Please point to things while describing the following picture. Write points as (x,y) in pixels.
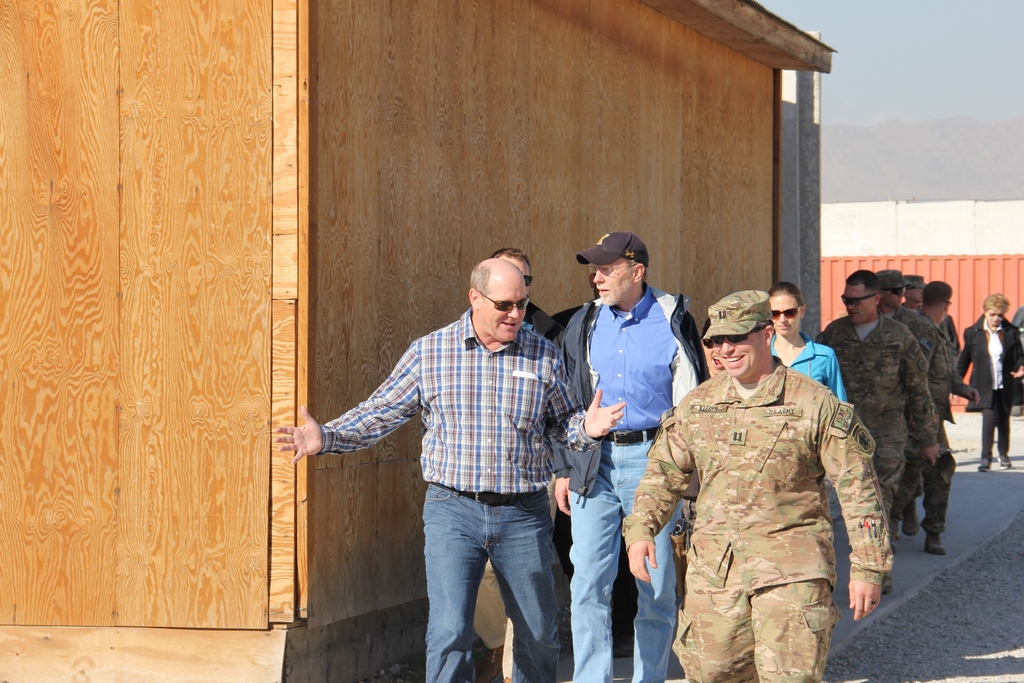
Here we can see few persons (799,429) walking on the ground (620,680) at the wooden house (274,173). In the background (826,216) there is a container (867,268), an object (870,238) and sky (903,50).
